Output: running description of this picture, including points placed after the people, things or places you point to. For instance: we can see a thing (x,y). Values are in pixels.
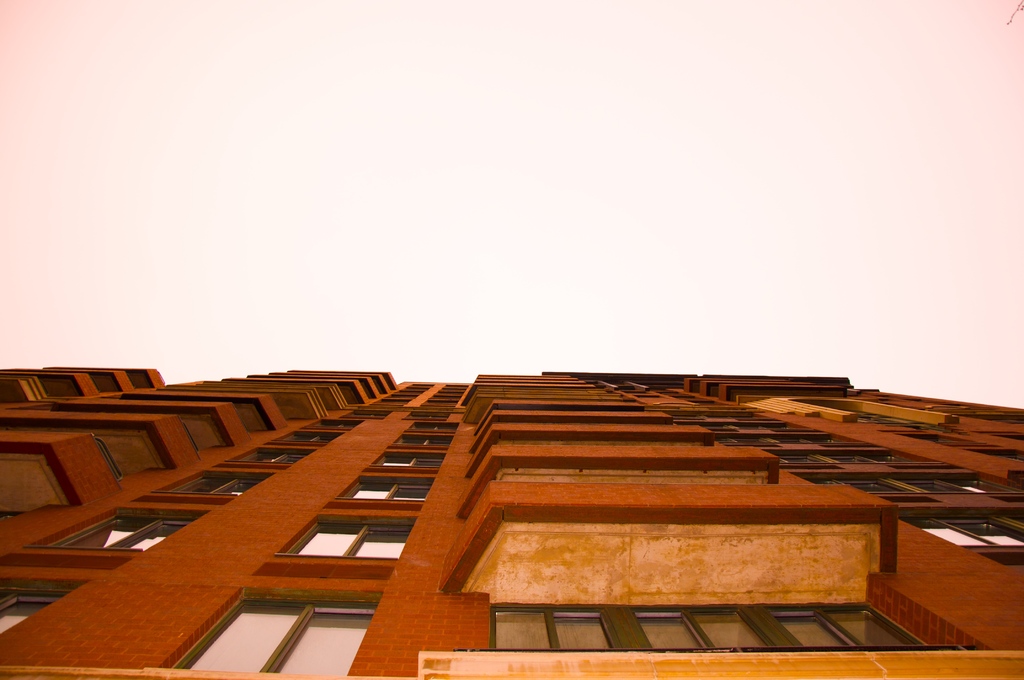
In the image we can see the building (532,539) and these are the windows (349,611) of the building (348,569) and the sky (426,312).
